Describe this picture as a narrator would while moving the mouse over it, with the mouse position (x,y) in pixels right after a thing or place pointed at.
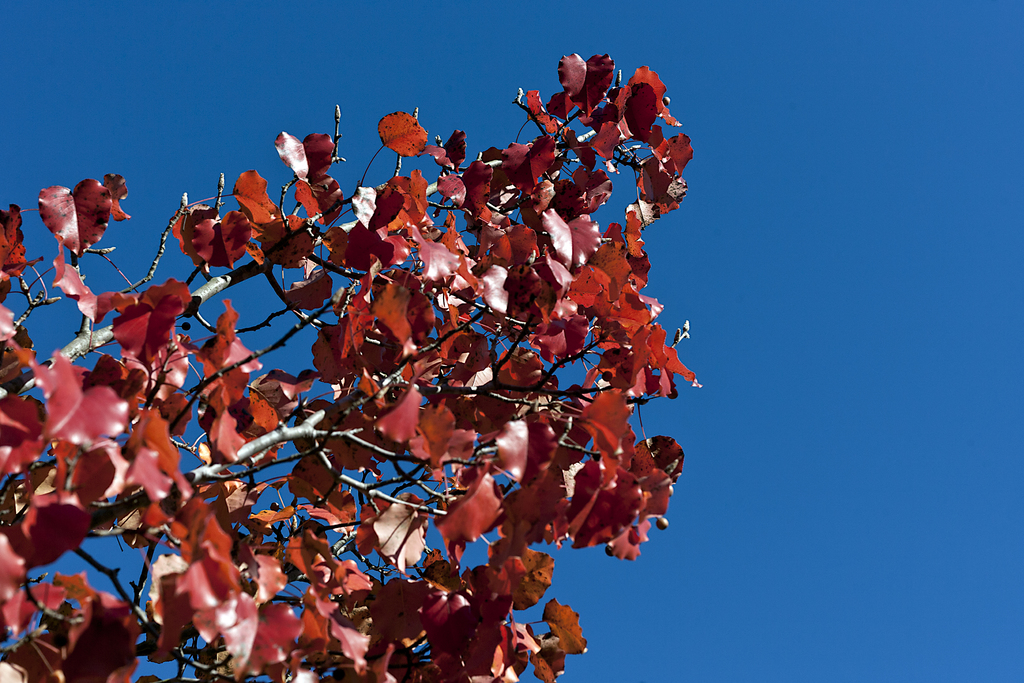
In this image we can see the branches (451,392) of a tree (408,438) and the sky (846,308).
